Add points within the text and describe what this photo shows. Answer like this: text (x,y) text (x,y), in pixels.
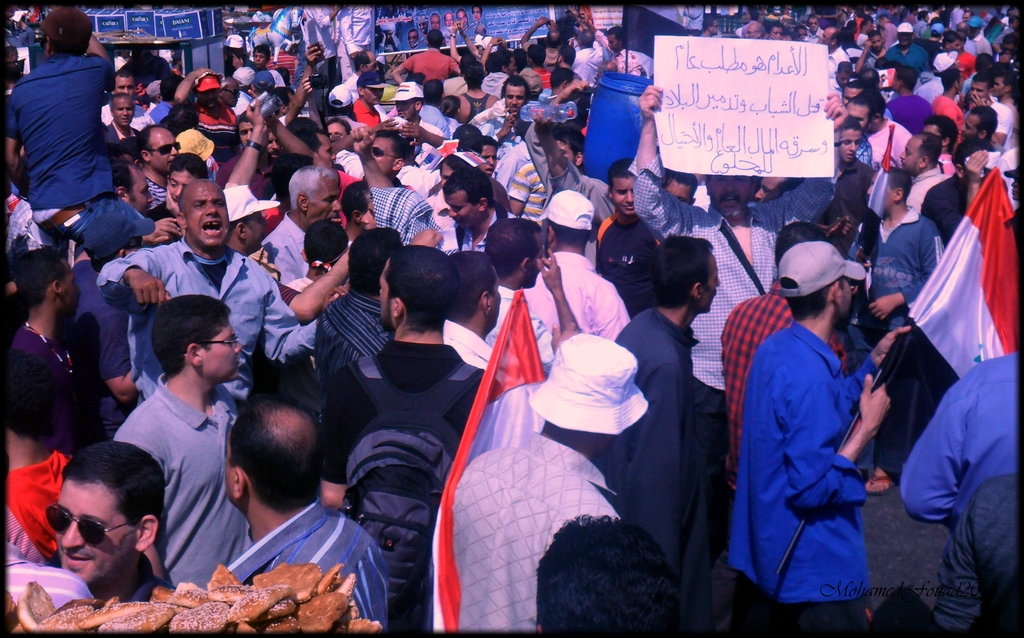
In this image I can see number of people (432,238) are standing and in the front (522,424) I can see two of them (835,554) are holding flags (891,424). I can also see one person (719,286) is holding a board (673,40) on the right side (721,198) and on the bottom left side of this image (39,620) I can see number of brown colour things (177,599). On the top left side of this image (100,19) I can see number of boards (121,11), banners (607,18) and on it I can see something is written.
